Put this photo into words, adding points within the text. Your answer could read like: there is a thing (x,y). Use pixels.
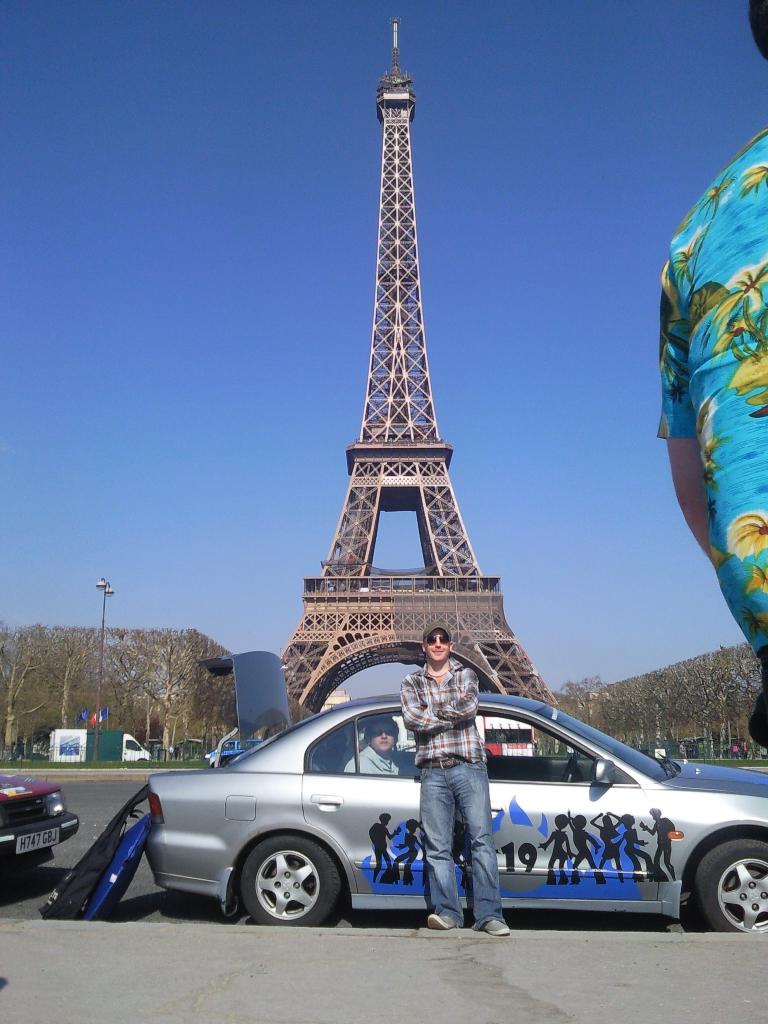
In this image I can see three people (371,743) where one is standing and another one is sitting in a car (383,781). I can also see few bags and few vehicles (40,807). In the background (482,594) I can see the Eiffel Tower (479,609), few trees (708,663), a street light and clear view of sky (290,287).
